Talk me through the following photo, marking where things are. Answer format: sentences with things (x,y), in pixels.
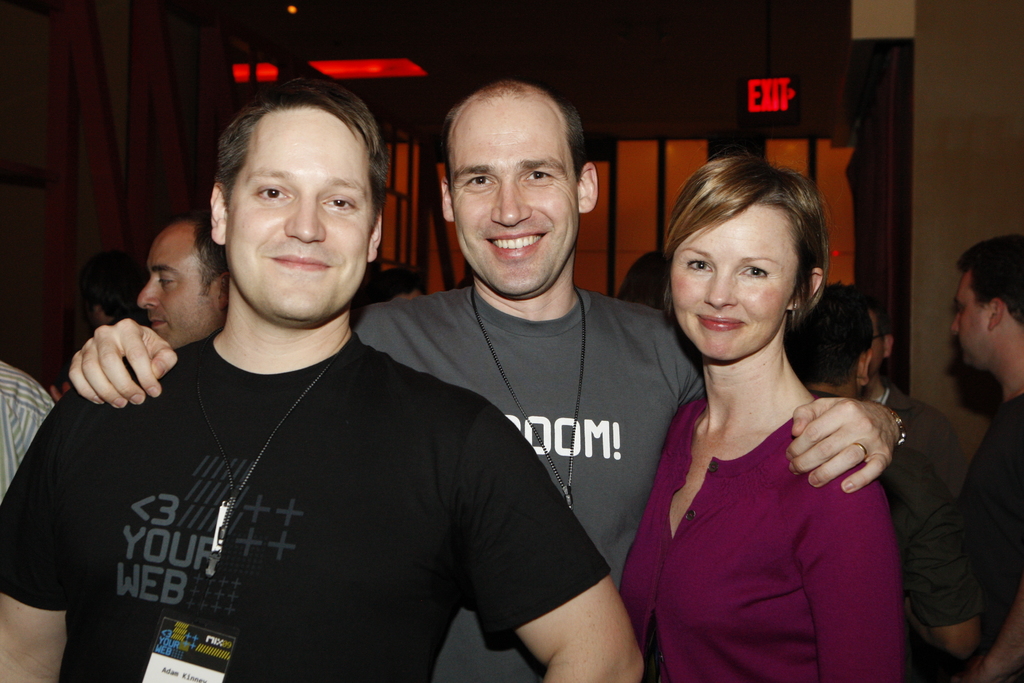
There are three people (454,416) standing and smiling, background (927,136) we can see people (847,319), wall (927,177) and board (789,106).
